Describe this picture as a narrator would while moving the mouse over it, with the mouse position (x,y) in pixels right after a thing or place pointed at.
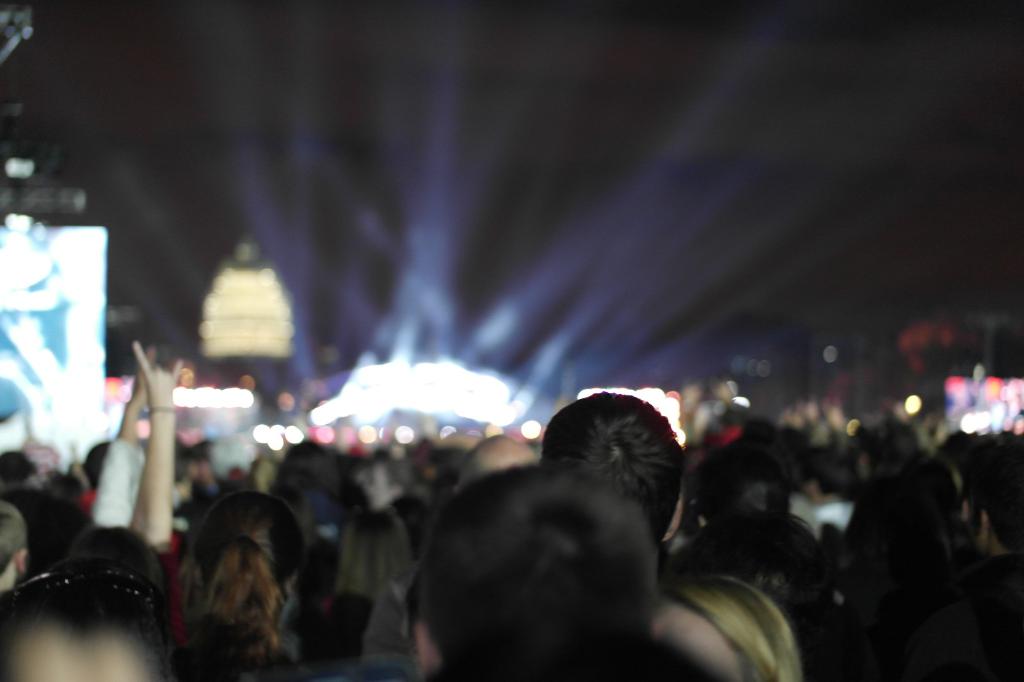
In this image there are group of people (511,569), and there is blur background (171,328).
